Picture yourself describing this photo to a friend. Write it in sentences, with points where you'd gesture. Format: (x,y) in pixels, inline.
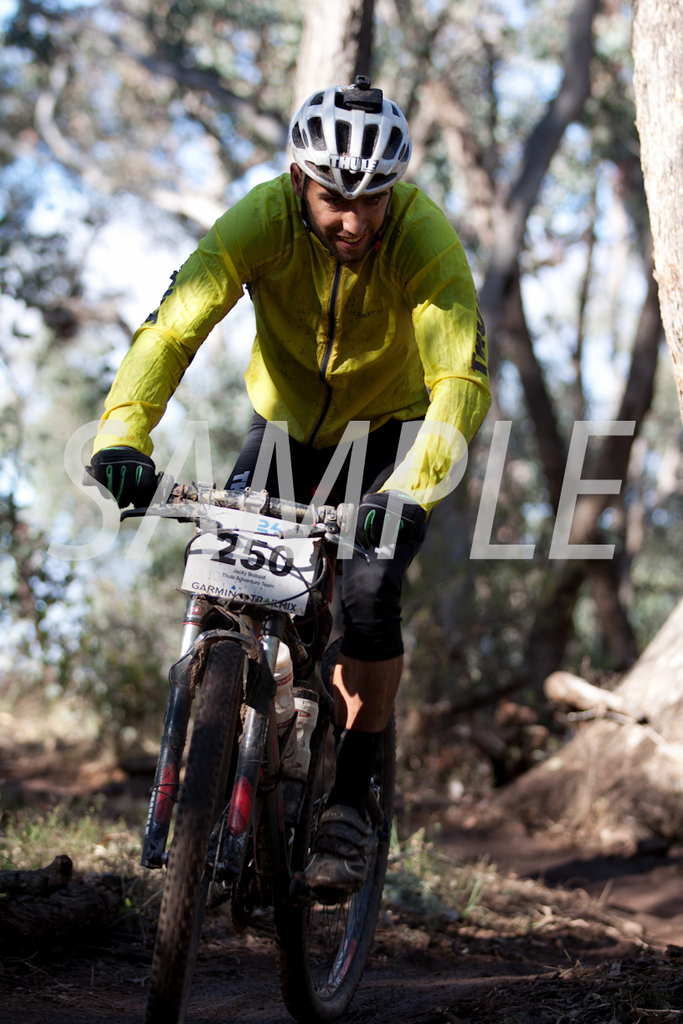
In this image there is a person (205,337) sitting on the bicycle (261,843), there is an object (628,699) truncated towards the right of the image (621,730), there is grass (32,825), at the background of the image (424,52) there are trees (478,176), there is text (287,494), there is a water bottle (306,719), there is a paper (264,551) on the bicycle (281,503), there is text (263,530) and a number (261,559) on the paper (264,549).
